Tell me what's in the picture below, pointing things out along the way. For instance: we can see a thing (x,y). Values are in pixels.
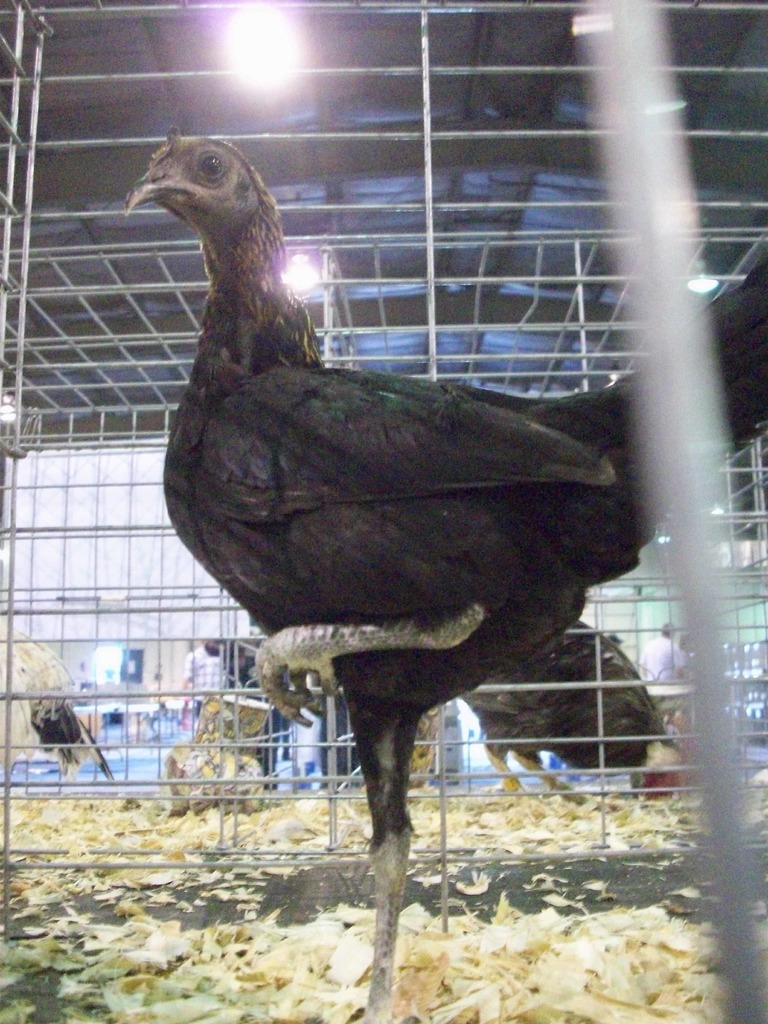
In this image in the center (272,347) there is one hen (359,462), and in the background (535,718) there are some hens (570,718) and feathers (485,838), net (432,286) and some lights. At the top (326,122) there is ceiling (97,128) and in the background (665,661) there are some persons (665,661), wall (170,627) and some other objects (740,683).
